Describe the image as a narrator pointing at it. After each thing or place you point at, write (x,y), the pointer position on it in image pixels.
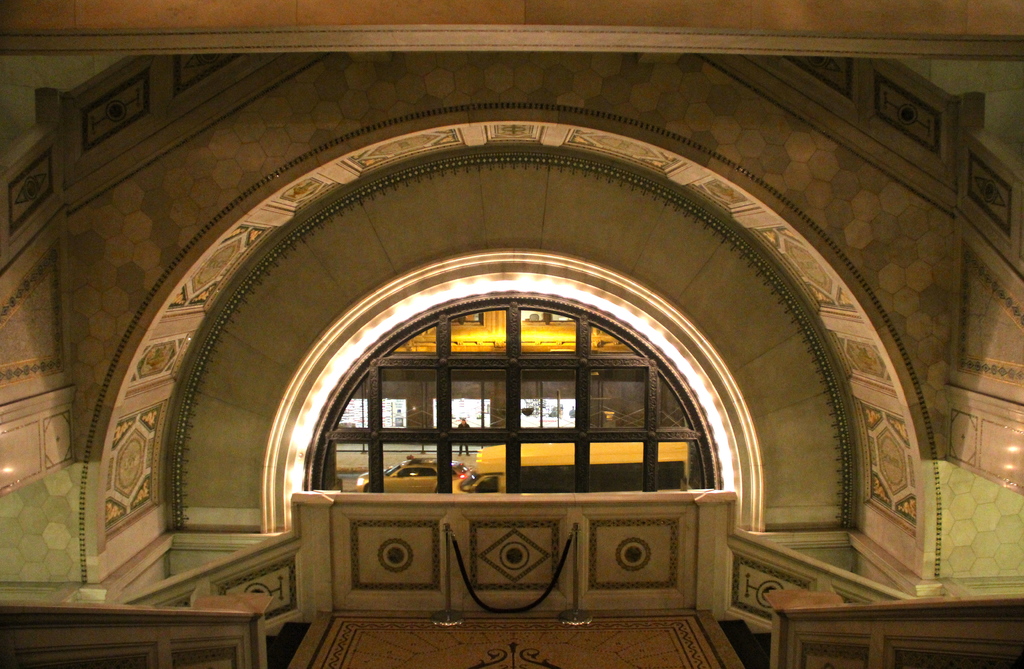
In this image there is a wall (451,142) in the middle (375,297). At the bottom (225,610) there is a staircase (248,607). In the middle (563,415) there are glass blocks (539,425) through which we can see that there is a road (364,465). On the road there are vehicles (464,470). At the bottom (528,641) there is a carpet (580,633).
